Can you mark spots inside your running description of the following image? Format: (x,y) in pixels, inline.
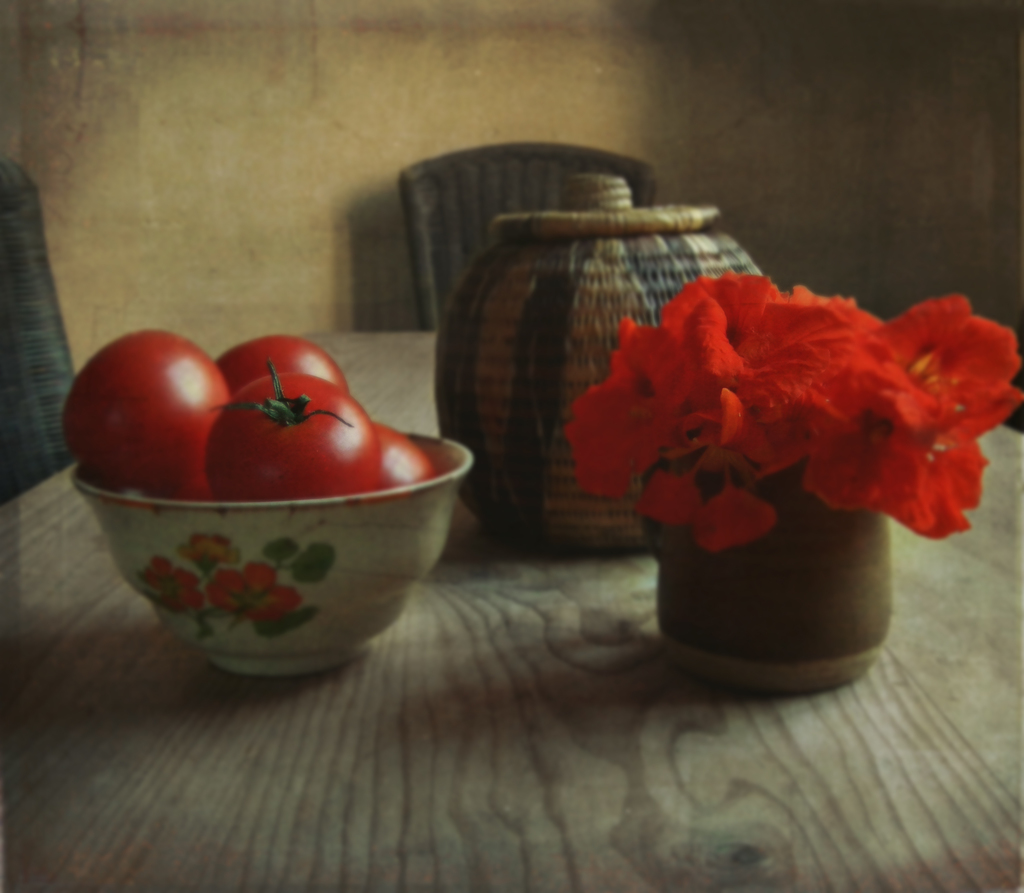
In this image I see a bowl (277,531) on which there are tomatoes (236,442) and I see red color flowers (765,389) over here and I see the basket (551,307) over here and these 3 things (514,399) are on the table (257,874). In the background (54,423) I see a chair (522,196) over here and I see the wall (306,190).
